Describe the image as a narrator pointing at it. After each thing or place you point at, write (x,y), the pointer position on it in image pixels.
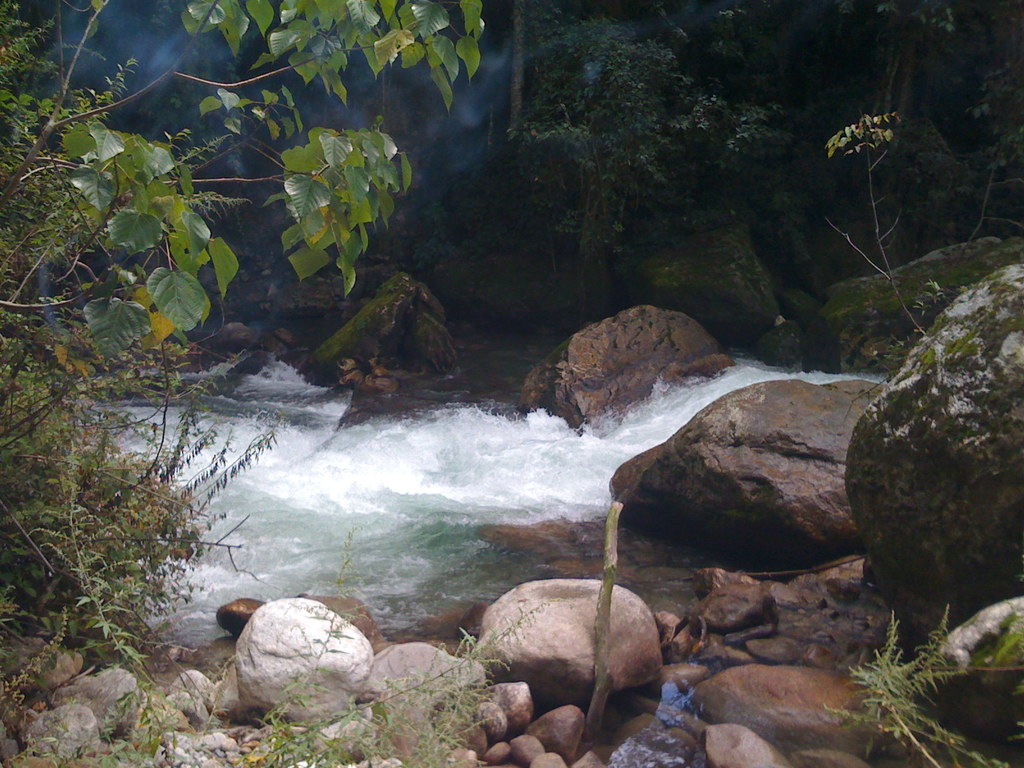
In this image in front (207,753) there are rocks (738,601). In the center of the image (601,443) there is water (346,482). In the background of the image (395,226) there are trees (672,115).
